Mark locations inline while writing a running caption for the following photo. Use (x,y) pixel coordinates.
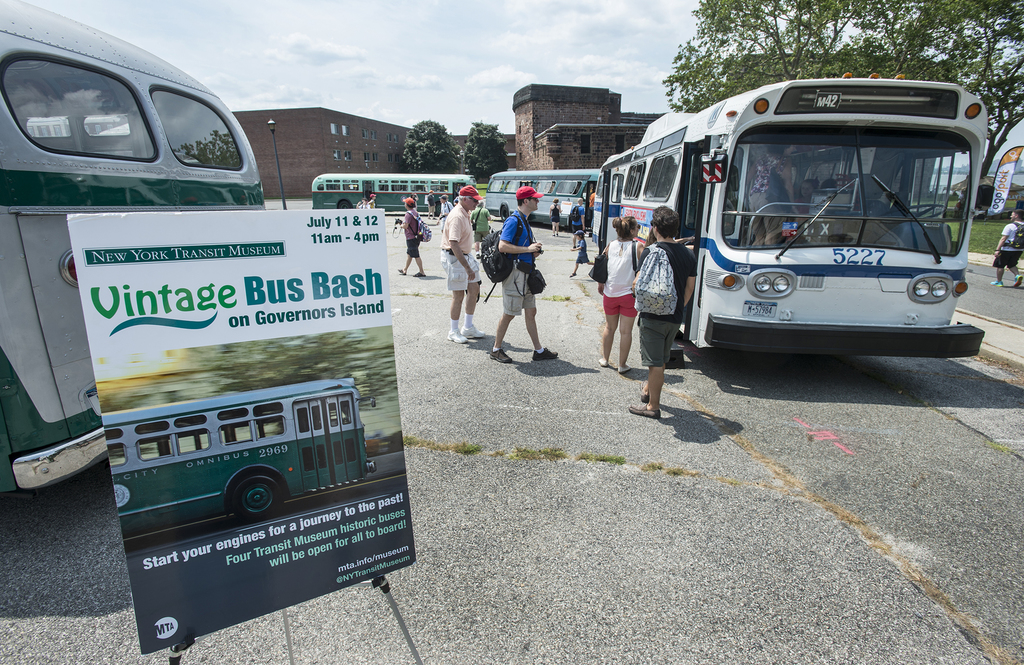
There are buses (108,206), banner (378,272), people (669,214) are standing wearing bags (668,272). There is a pole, trees (426,138) and buildings (318,160) at the back (819,64).
